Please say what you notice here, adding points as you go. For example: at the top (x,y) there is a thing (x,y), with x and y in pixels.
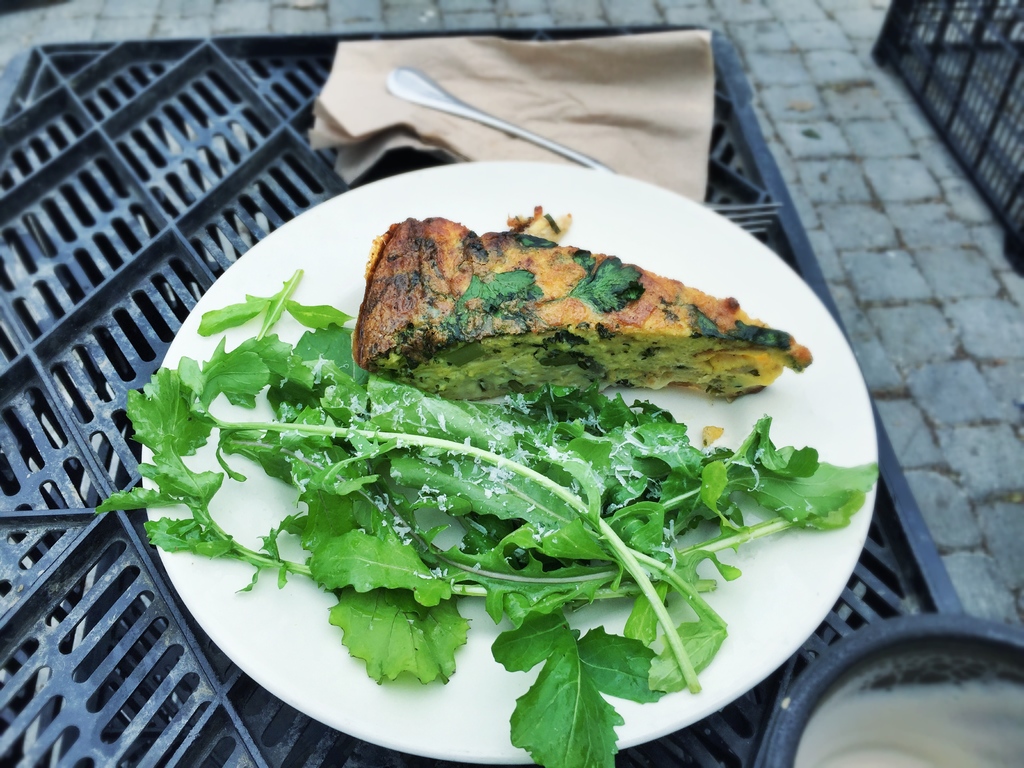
In the center of the image (588,385) we can see food (571,394) in plate (254,546) placed on the grill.
